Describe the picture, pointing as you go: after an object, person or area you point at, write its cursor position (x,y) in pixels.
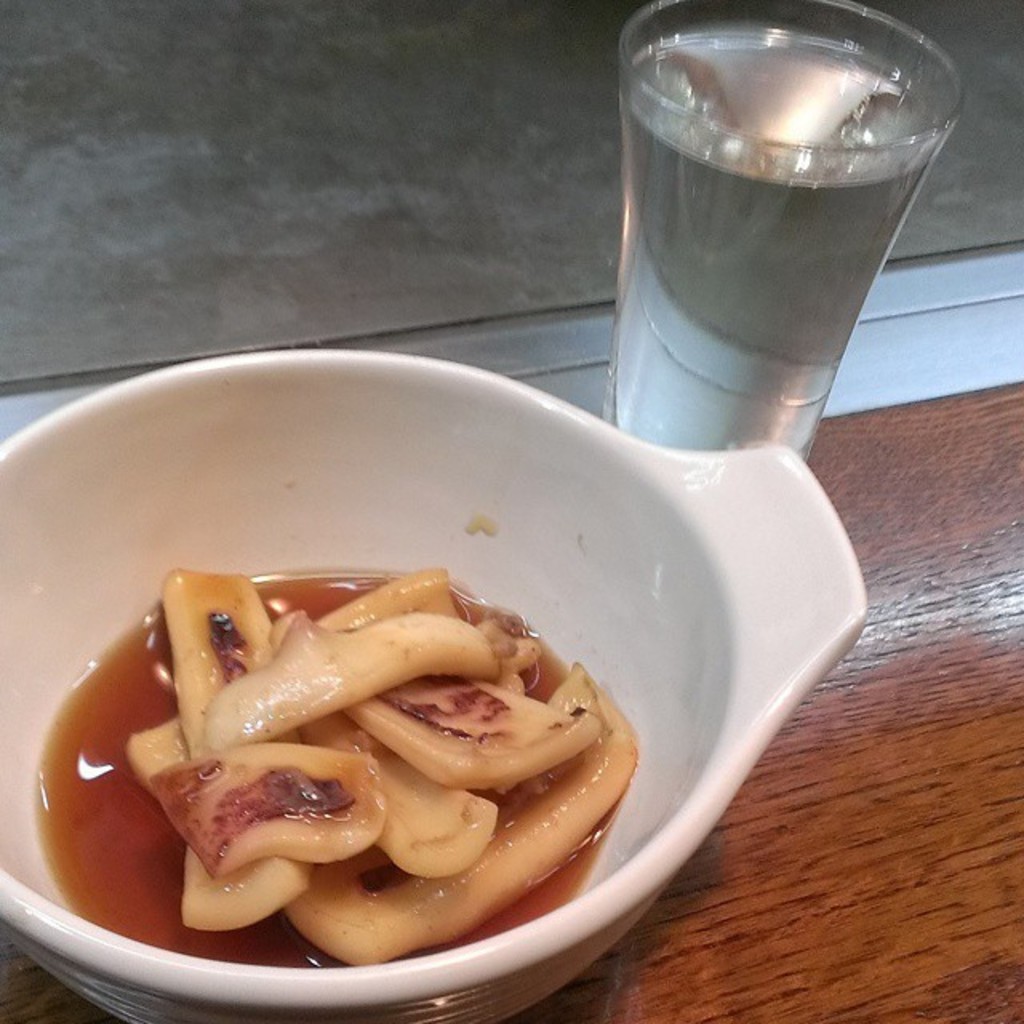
In this picture we can see a bowl (667,542) and a glass of drink (751,442), we can see some food (470,726) present in this bowl (695,590).
